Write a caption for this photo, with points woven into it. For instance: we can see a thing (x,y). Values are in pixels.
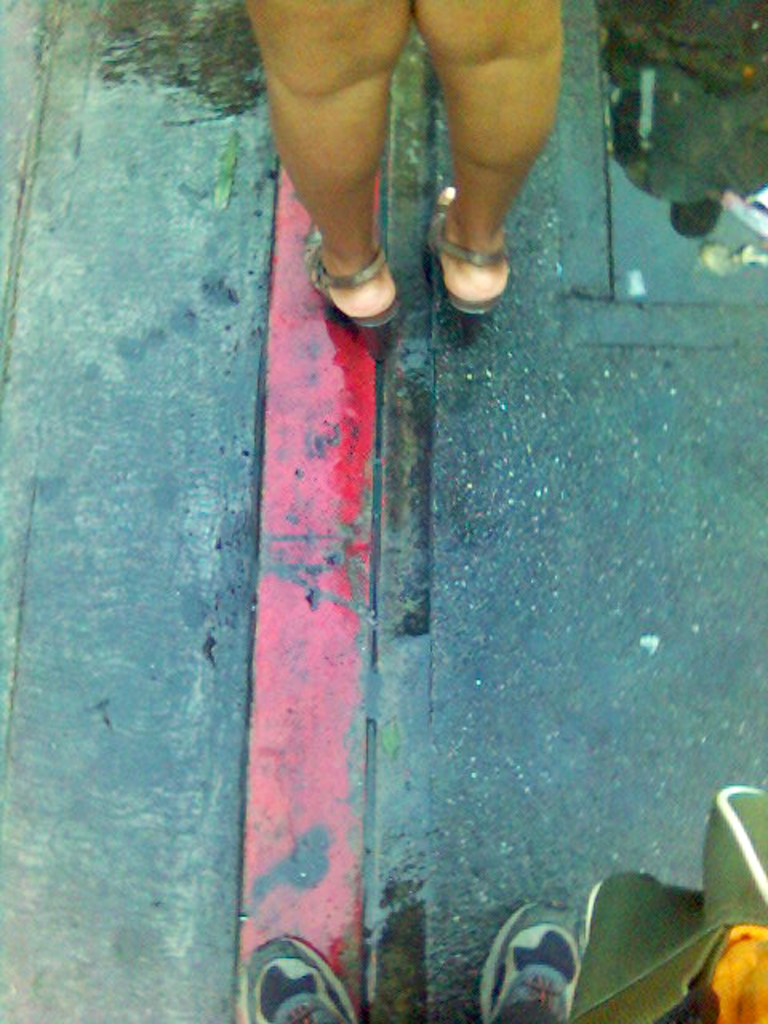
In this picture we can see legs (509,187) of people (498,194) on the road (445,432) and we can see reflection (706,206) of a person (747,150) on the road (708,197).
